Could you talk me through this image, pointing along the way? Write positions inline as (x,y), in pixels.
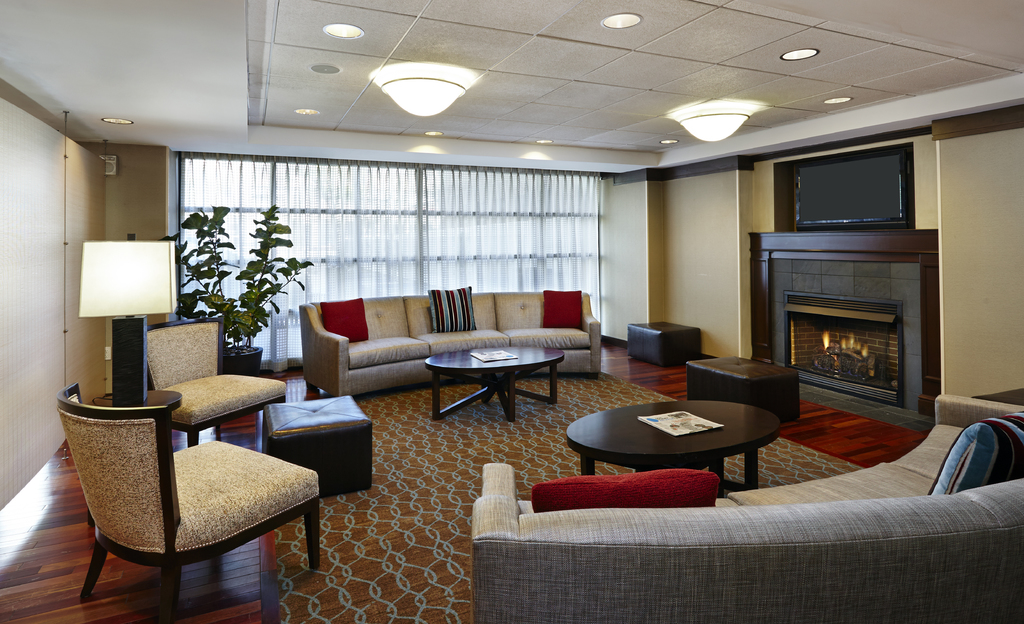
This picture shows a plant (275,283) and sofa (502,310) with pillows (570,304) and we see two chairs (186,423) and couple of tables (474,363) and three stools (723,390) and a fireplace (928,349) and few lights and curtains (474,219) to the window (401,274) and we see a lamp (154,309) on the side.
